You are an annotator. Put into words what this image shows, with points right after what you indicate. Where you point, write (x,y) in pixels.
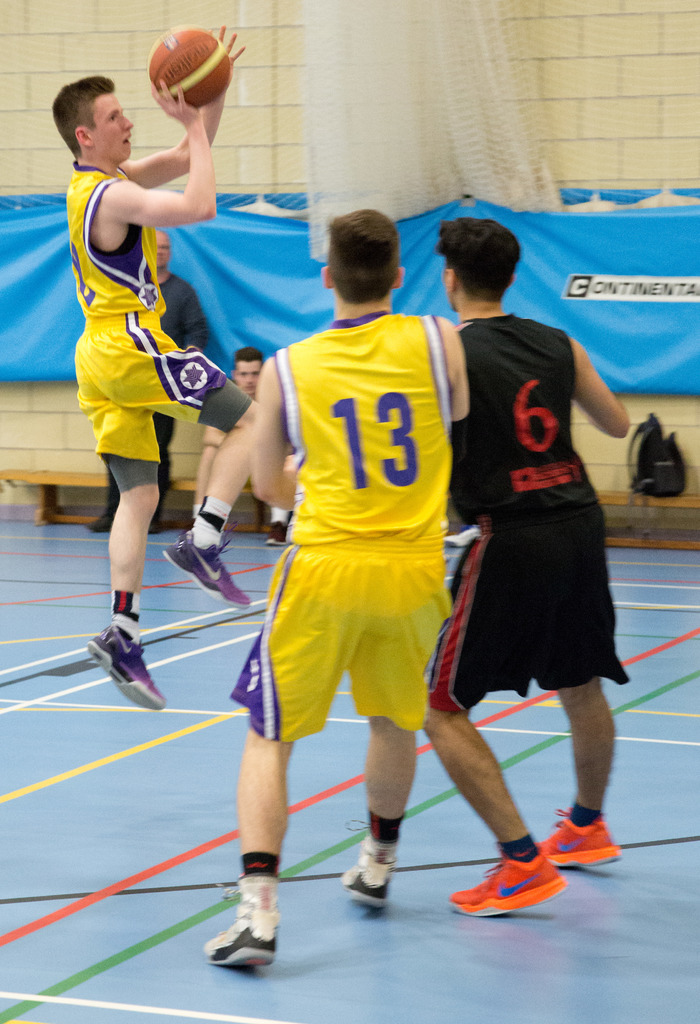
There are three persons (292,374) playing basketball. Person (87,345) on the left (115,298) is jumping and holding a ball (190,100). And they are having numbers (413,459) on the dress (464,468). In the back (243,131) there's a wall (252,124). A blue color sheet (304,285) is on the wall (56,405). Also there are benches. On that there is a bag (653,437) and a person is sitting. Also there is a net (493,77) in the back (460,133).
